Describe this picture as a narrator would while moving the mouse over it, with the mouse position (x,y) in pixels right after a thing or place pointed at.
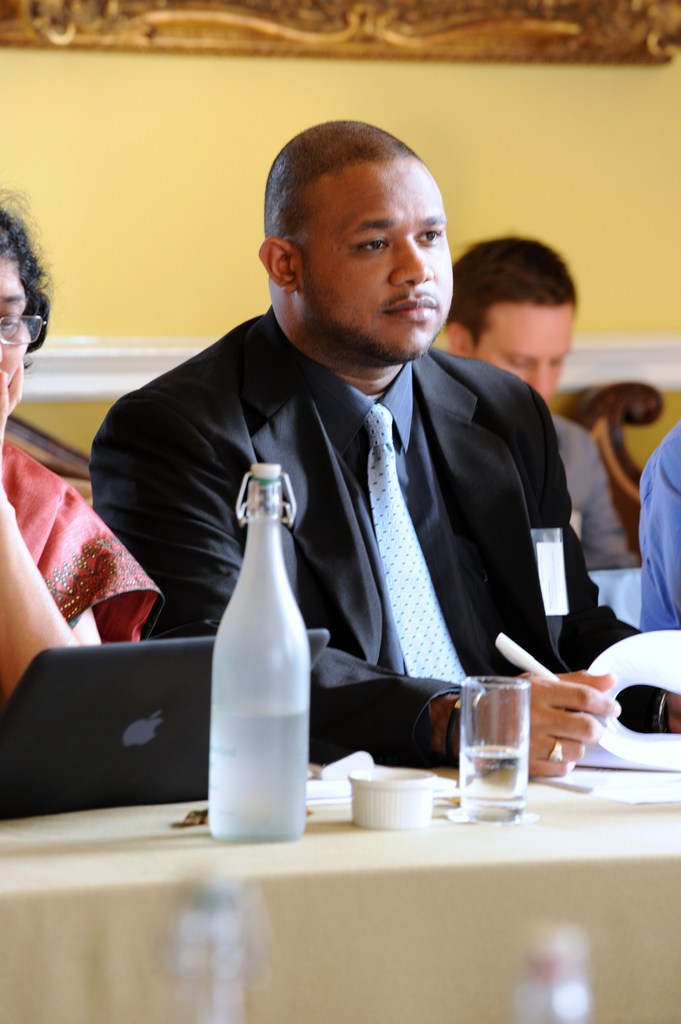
In this picture we can see man (399,579) and woman (39,274) and back of them two persons (465,309) sitting on chair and in front of them there is table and on table (286,843) we can see bottle (227,641), glass (499,801), bowl (398,775), papers (585,778) and here woman (68,486) looking at laptop (144,674) and man (332,479) serious wore tie (391,486), blazer (296,458) and in background (148,80) we can see wall (203,73).
